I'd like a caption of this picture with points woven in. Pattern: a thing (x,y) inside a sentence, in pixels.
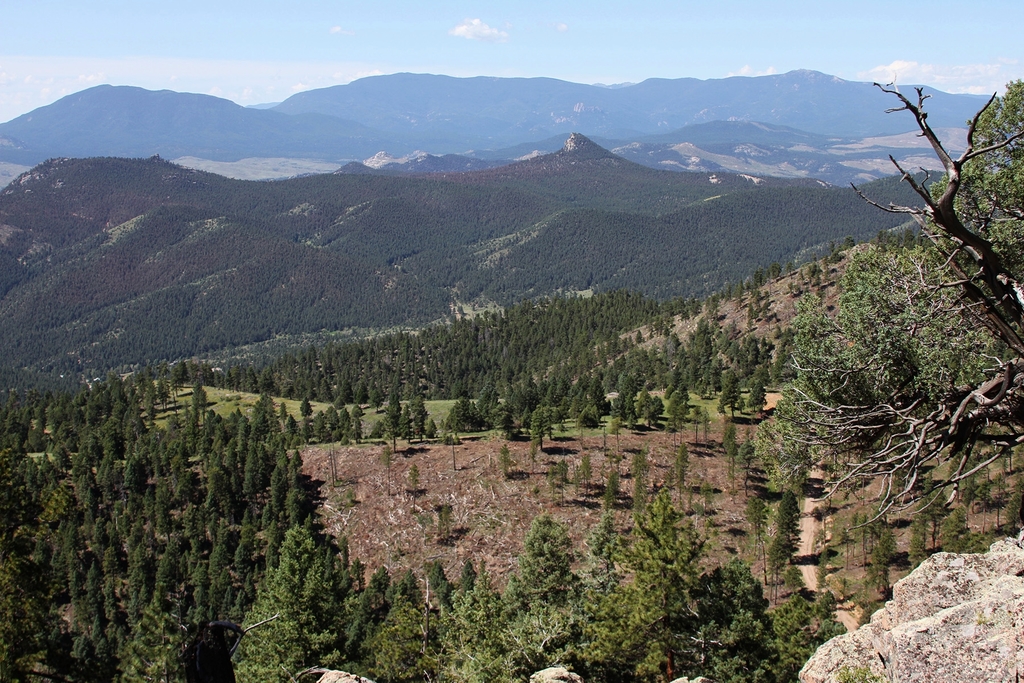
On the right (899,617) at the bottom corner (956,628) we can see a stone (921,614) and a tree (847,445). In the background (93,541) there are trees (729,603), grass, a path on the right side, mountains (380,99) and clouds (18,64) in the sky (708,32).
